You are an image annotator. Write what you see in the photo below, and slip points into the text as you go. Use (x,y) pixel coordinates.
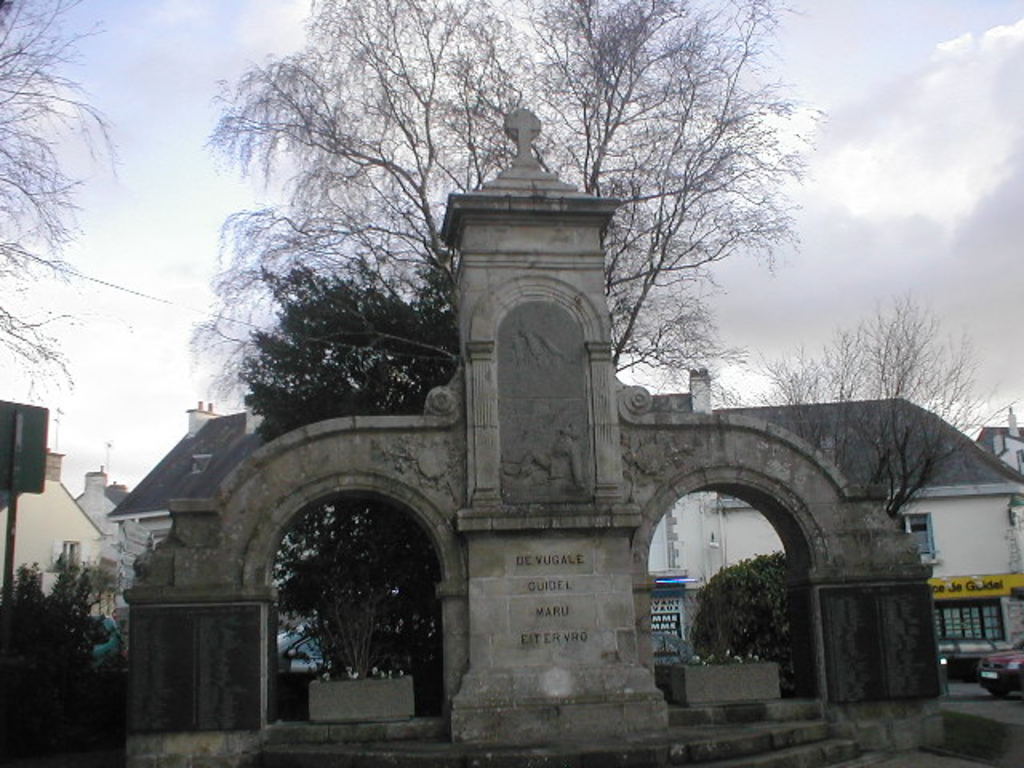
In the image we can see there are buildings (952,579) and there are trees (43,263).
